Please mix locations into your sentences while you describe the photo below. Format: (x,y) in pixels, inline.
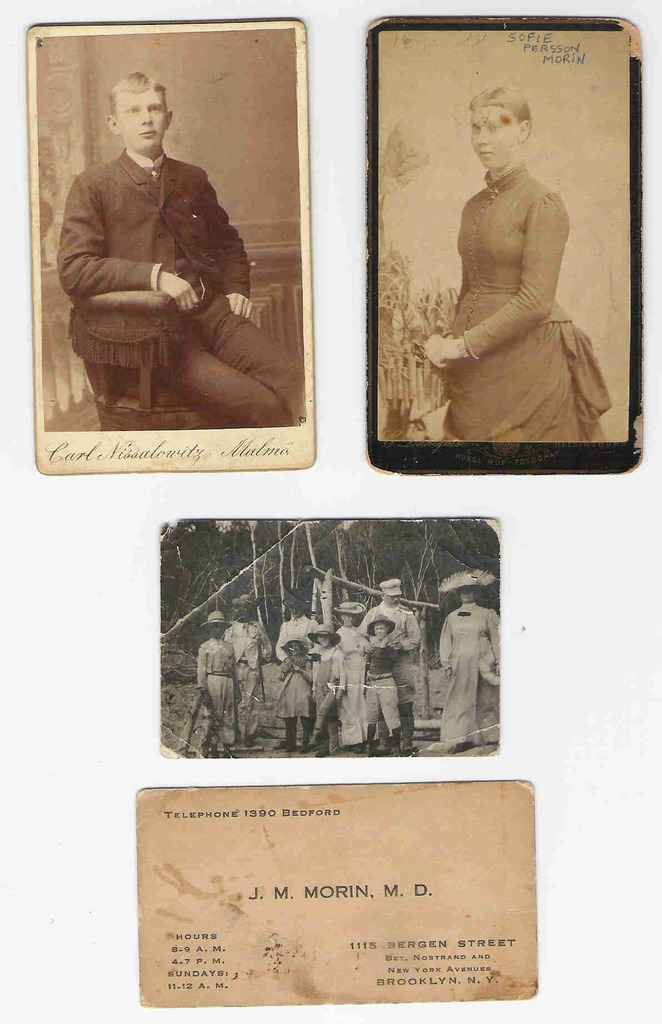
In this image we can see photographs (266,388) of a persons (248,617) and a letter (323,950).
